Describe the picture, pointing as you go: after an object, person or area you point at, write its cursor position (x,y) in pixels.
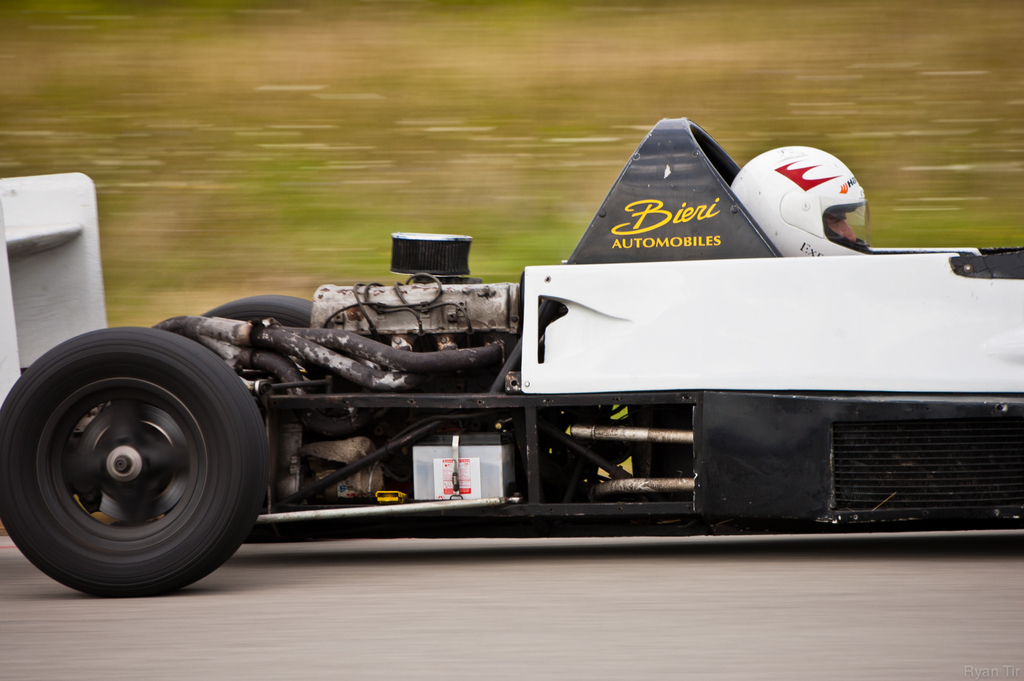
In this image we can see a car (513,374) on the road (752,560) and a person (818,221) sitting in the car (871,267) and a blurry background (941,65).
